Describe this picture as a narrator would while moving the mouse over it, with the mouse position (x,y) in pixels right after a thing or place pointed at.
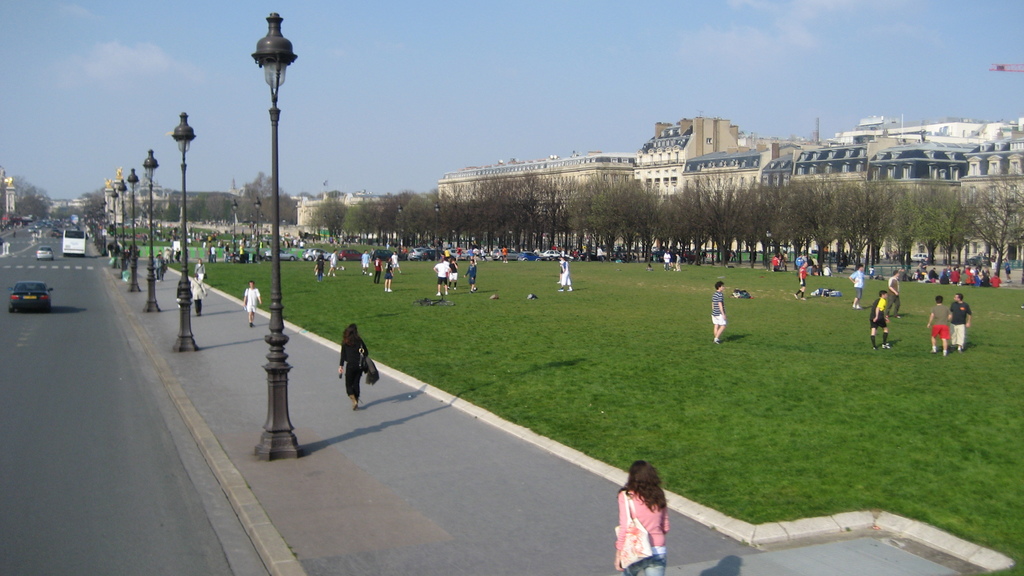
In the image there are many persons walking on the footpath (499,529) with street lights (185,341) in front of it, on left side (34,296) there are many vehicles (27,283) moving on road (6,535), on right side (769,402) there is a garden (678,388) with many people (387,269) all over it followed by trees (649,203) and buildings (806,156) in the background (826,190) and above its sky (161,64).
